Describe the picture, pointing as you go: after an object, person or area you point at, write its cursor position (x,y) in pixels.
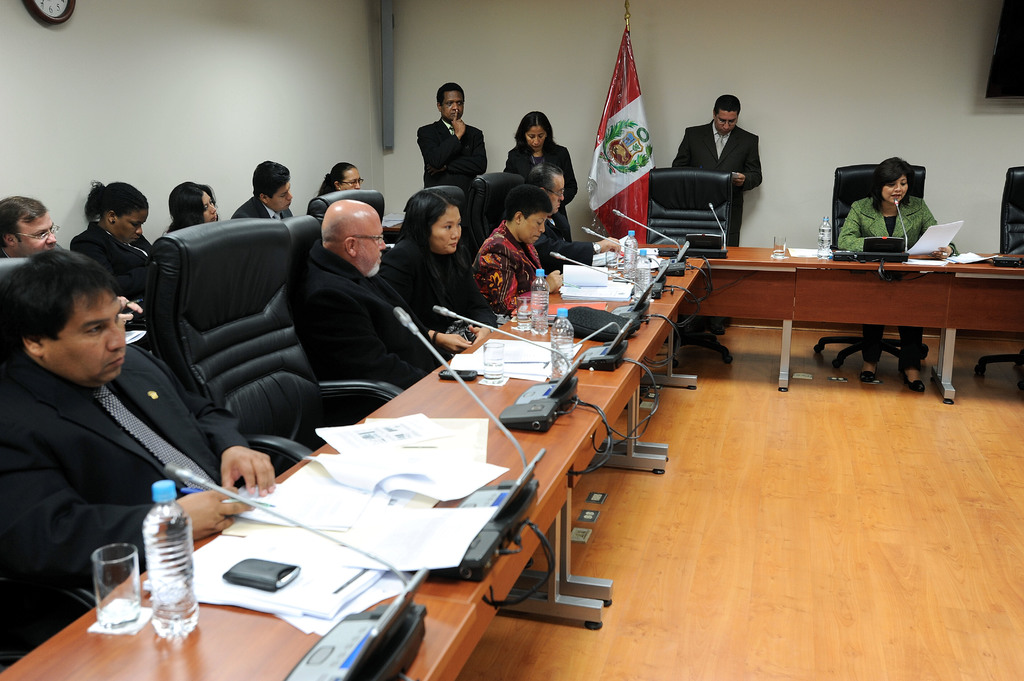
In this picture we can see some people (57,409) are sitting on chairs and some people (546,135) are standing on the floor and in front of the people (80,470) there is a table (550,328) and on the table (532,411) there are bottles (173,512), glasses (500,356), papers (473,354), mobiles (263,569) and microphones (619,243) with stands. Behind the people (51,317) there is a flag (613,153) and a wall (95,33) with a clock (61,3).
